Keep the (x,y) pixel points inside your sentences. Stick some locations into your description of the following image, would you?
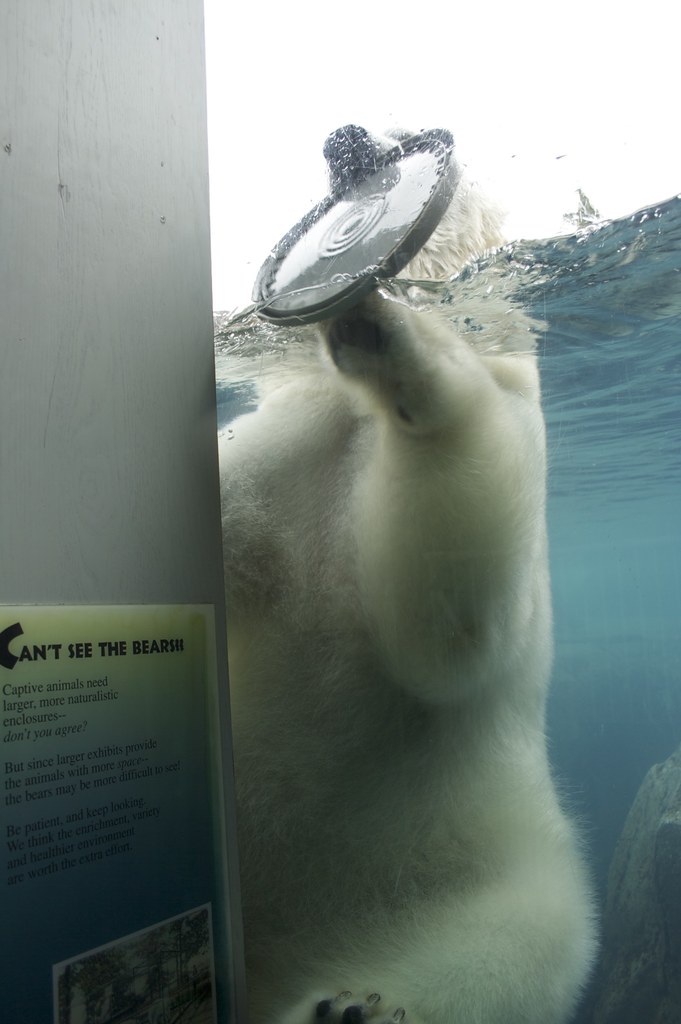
There is a polar bear (395,555) in the water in the center of the image (336,365), by holding a disk like object (352,247) in its jaws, it seems like a wall (115,275) on the left side (93,393), on which there is a poster (125,709).
